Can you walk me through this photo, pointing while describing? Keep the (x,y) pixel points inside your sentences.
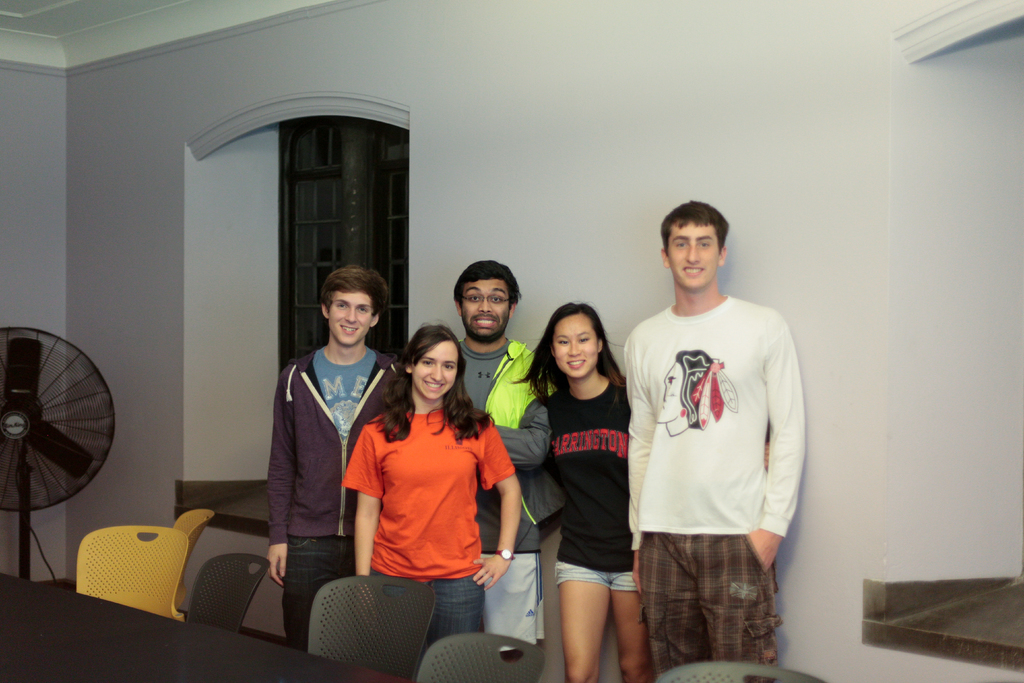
In this image we can see some group of persons (564,385) standing near the wall (444,217) there is window (355,210) and in the foreground of the image (214,623) there are some chairs (232,619) which are of two different colors yellow and black, there is table (70,636) which is of black color and table fan (48,467).
